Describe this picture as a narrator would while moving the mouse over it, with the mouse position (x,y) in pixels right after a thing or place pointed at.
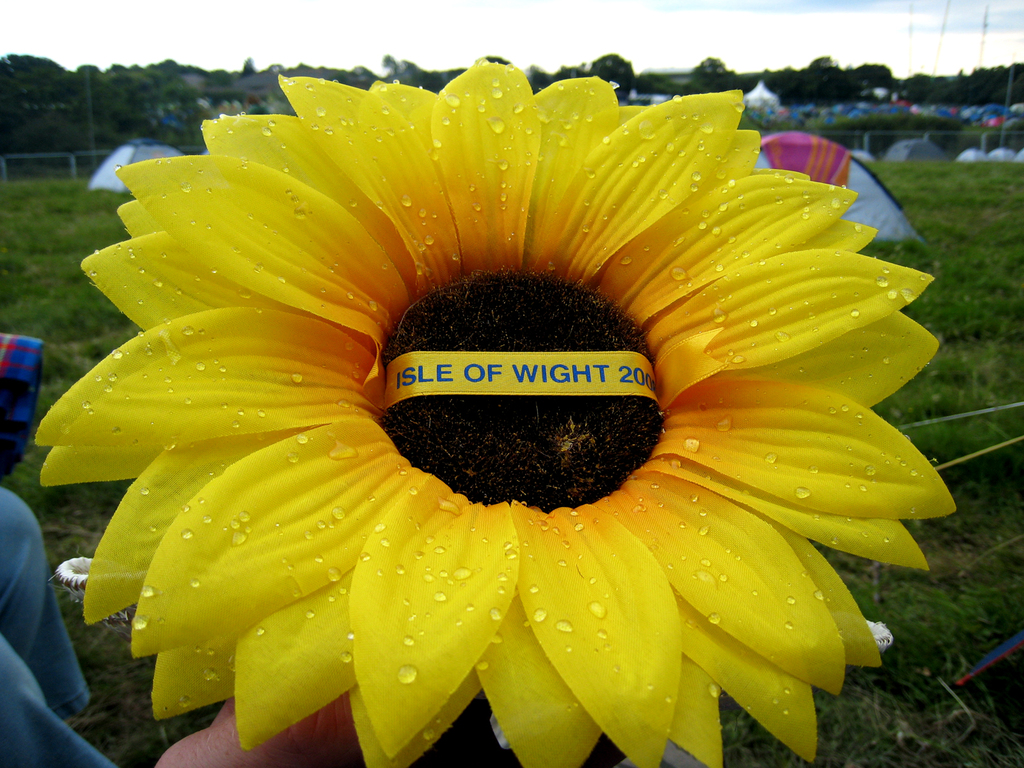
In this image we can see a person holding a flower (482,448). On the backside (957,289) we can see some tents (863,221), grass (974,327), fence (961,147), trees (157,91) and the sky (285,38) which looks cloudy.
